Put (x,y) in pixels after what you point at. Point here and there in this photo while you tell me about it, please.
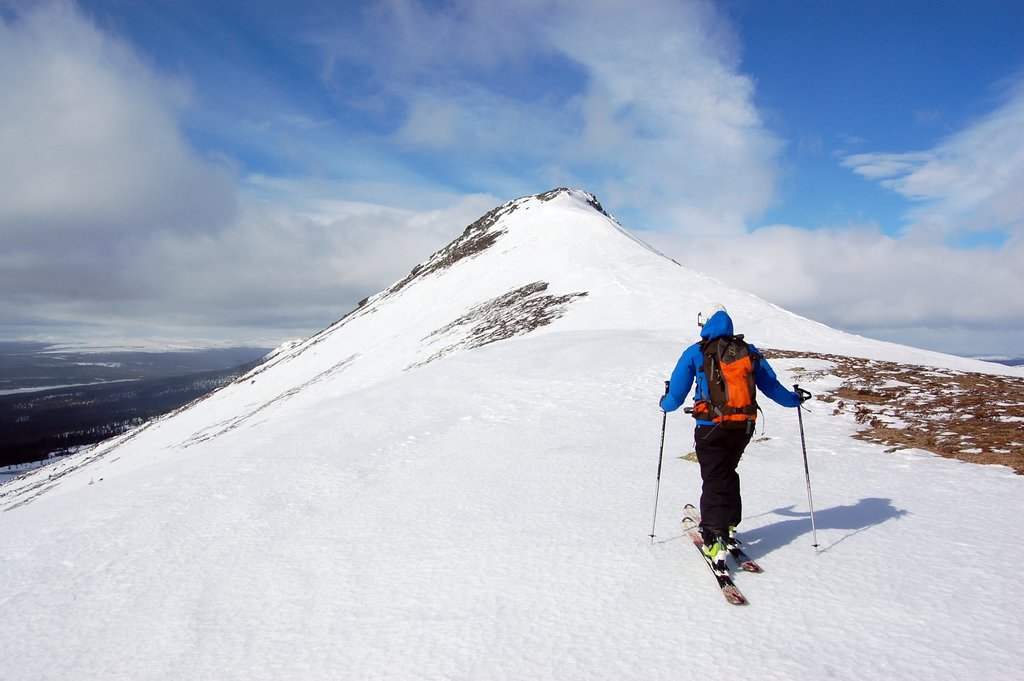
In this picture we can observe a person (704,426) skiing on the skiing boards (699,539). He is skiing on the snow (564,387). He is holding two skiing sticks (659,482) in his hands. The person (689,384) is wearing blue color hoodie (716,328) and an orange color bag (731,386) on his shoulders (700,348). We can observe a hill (397,305) covered with snow (487,284). In the background (284,152) there is a sky (277,132) with clouds (223,192).
